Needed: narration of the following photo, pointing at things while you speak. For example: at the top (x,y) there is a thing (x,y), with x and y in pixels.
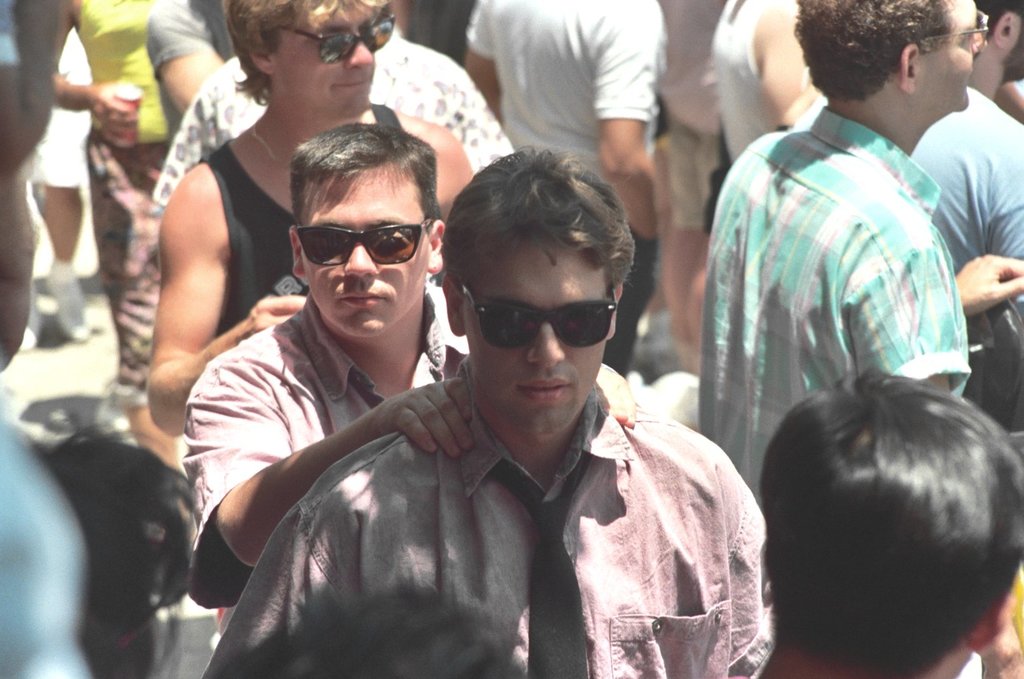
In this image we can see a group of people (586,419) standing on the ground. One woman (129,52) is holding an object (135,97) in her hand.
